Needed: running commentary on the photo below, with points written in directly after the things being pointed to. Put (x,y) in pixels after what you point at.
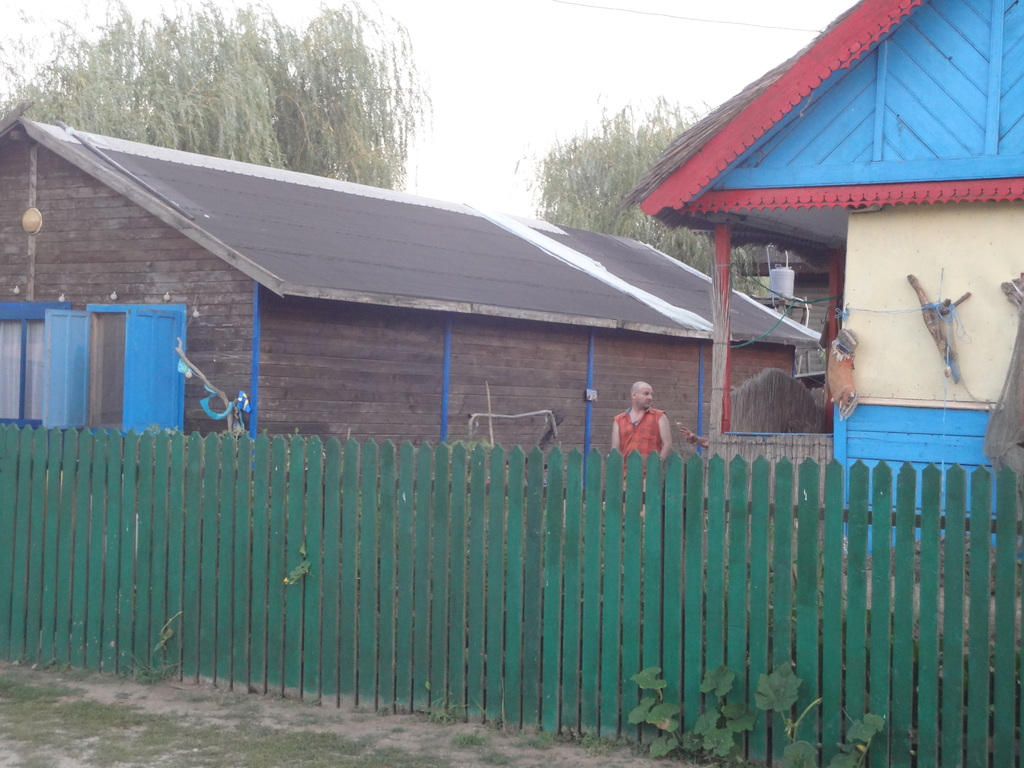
In this image we can see two houses (608,274), one fence (49,554) around the houses (1016,127), some objects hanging on the house wall (1004,316), some objects (784,272) are on the surface (565,738), one wooden door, one window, one person (640,432) standing middle of the two houses (269,339), some trees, plants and grass (53,725) are there.
